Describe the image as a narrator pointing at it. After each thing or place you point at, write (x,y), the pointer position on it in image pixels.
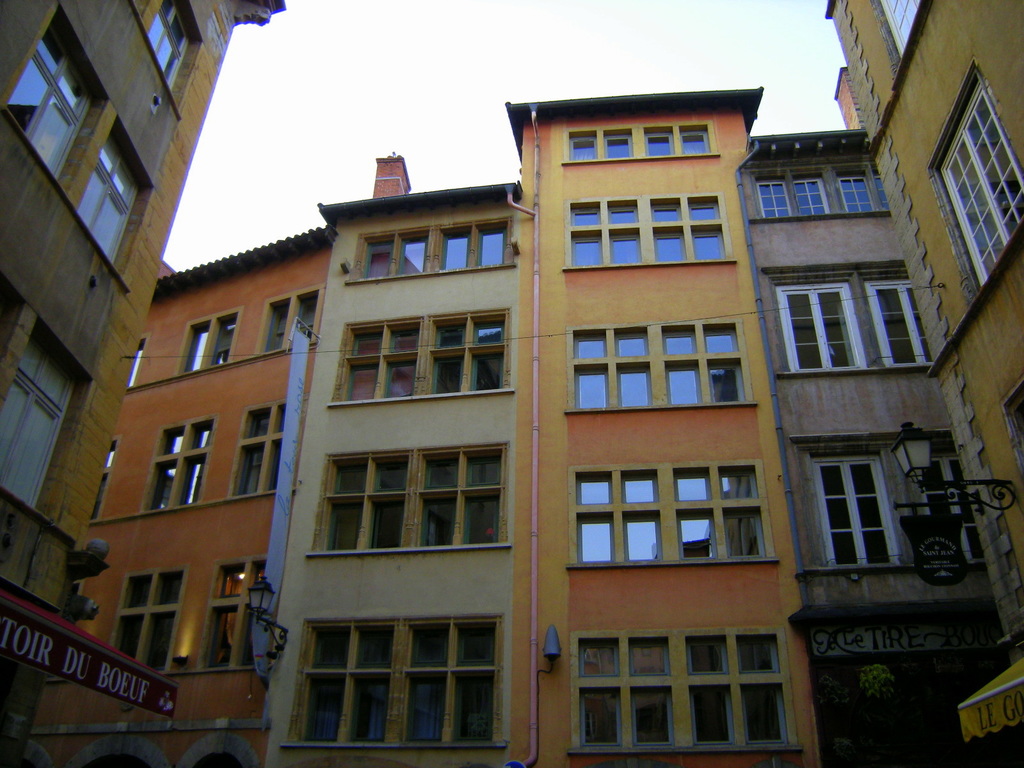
In this picture we can see some text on the boards (825,630). There is some text (991,724) visible on a yellow object (985,727) on the right side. We can see a few lanterns (910,476), rods (986,503), glass objects (717,338), windows (38,448) and other objects (105,555) are visible on the buildings (30,30). There is the sky (657,27) visible on top of the picture (695,36).
